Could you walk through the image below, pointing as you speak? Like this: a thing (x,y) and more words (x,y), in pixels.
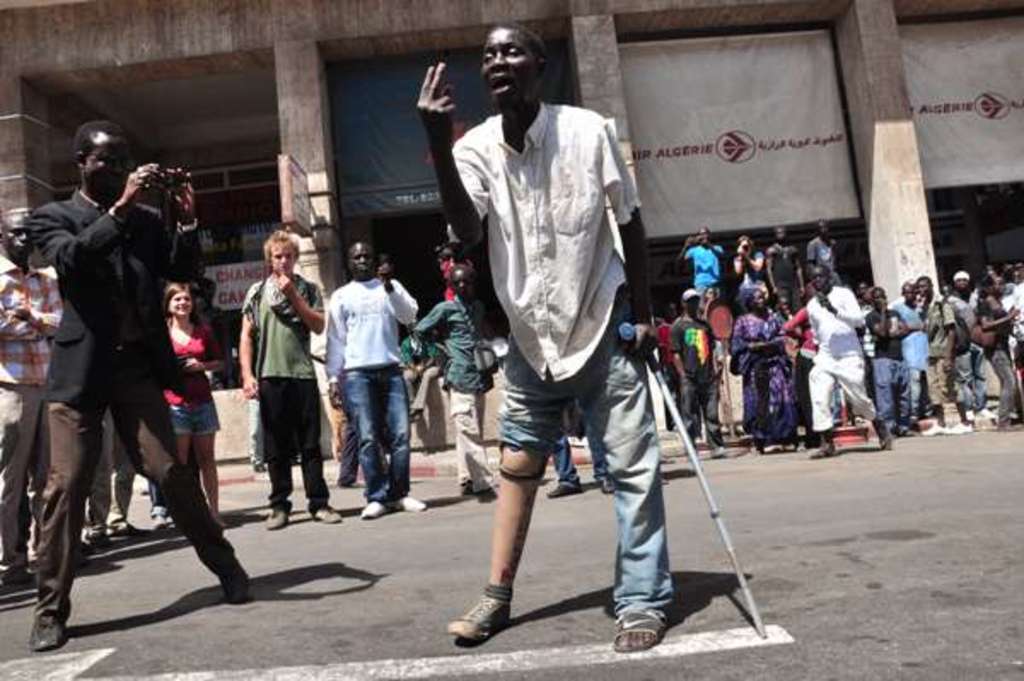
This picture shows a few people (426,353) are standing and we see a man (552,313) holding stick (650,370) in his hand (637,353) and one leg (517,514) of him is a artificial leg (508,464) and we see a man (155,263) standing and taking picture with camera (156,175) and we see a building (863,39) on the back (660,115) and couple of banners (826,148) hanging.
